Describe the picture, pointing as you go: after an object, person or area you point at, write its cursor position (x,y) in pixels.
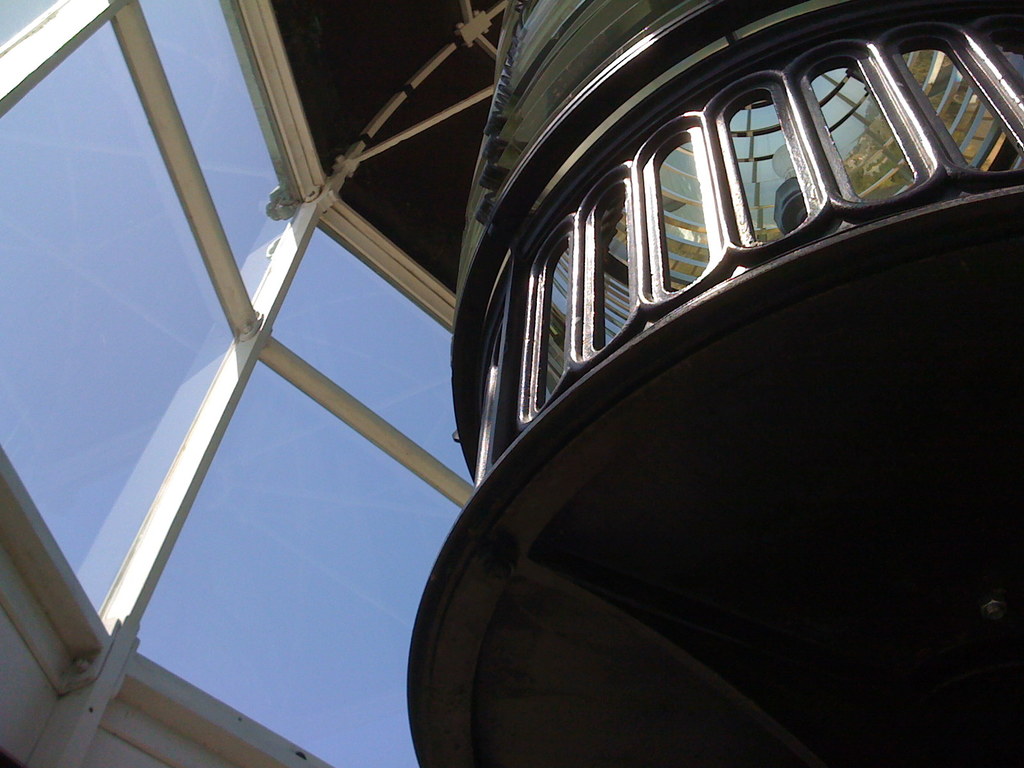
This is a building (367,239) with glass windows (182,379).
